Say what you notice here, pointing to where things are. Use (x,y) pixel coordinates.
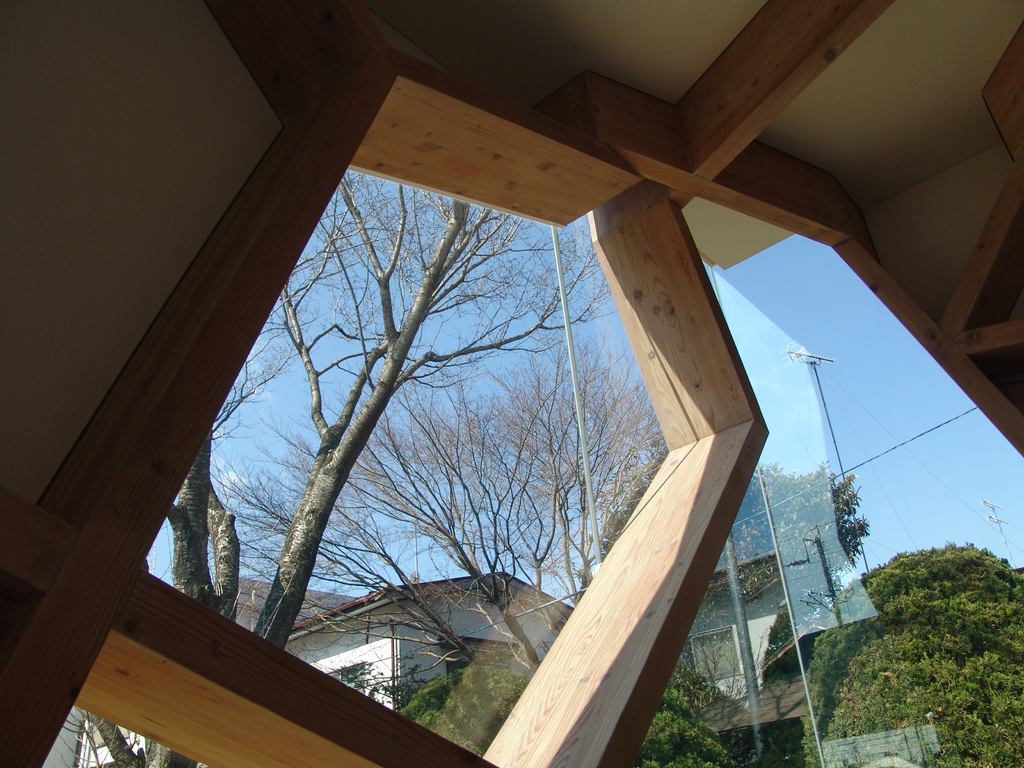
In this picture, it looks like an architecture (311,728) with the transparent glass materials (920,746). Behind the transparent glass materials (565,600), we can see there are trees (272,632), houses (380,620), plants (1004,643), cables (821,484) and the sky (863,473).
